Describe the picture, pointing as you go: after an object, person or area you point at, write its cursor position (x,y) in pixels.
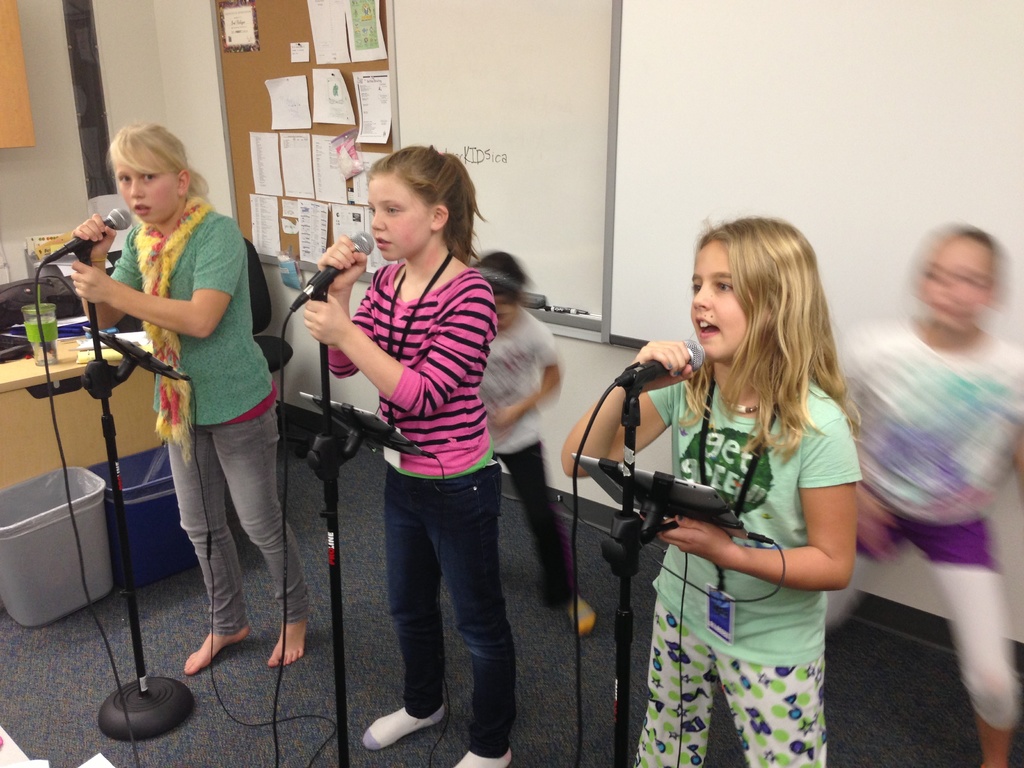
There are three girls (373,337), standing in front of a microphones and stands (645,530) and singing. In the background (518,375) there are two girls (517,394) dancing. We can observe a notice board (332,129) and a white marker board (526,95) here.
